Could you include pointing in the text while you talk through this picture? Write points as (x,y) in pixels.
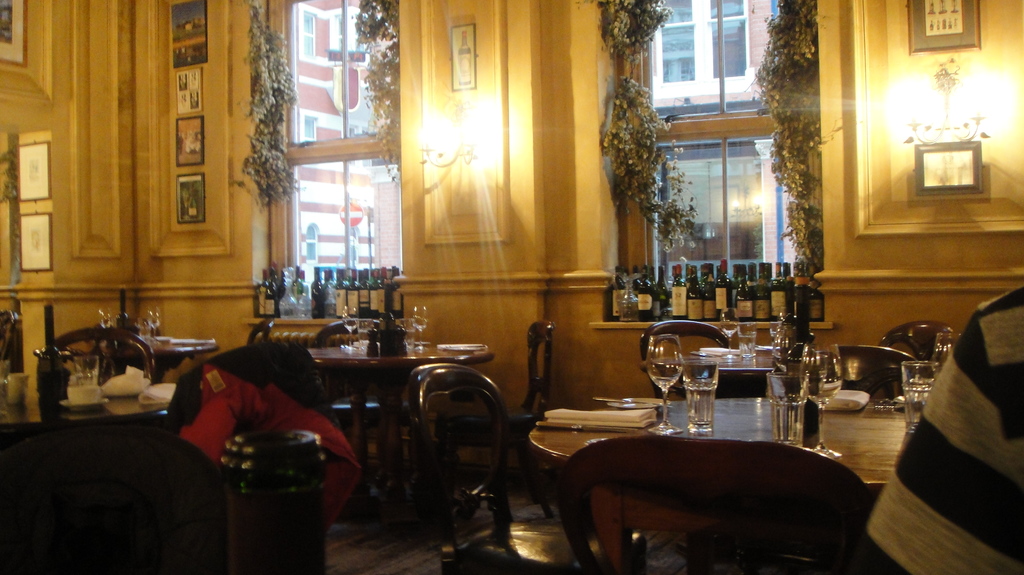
I think this picture is taken in a restaurant (569,423). The restaurant (569,423) is filled with the tables (882,413) and chairs (475,491). On every table (847,424) there are glasses (778,385), bottles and spoons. In the center (401,221) there are two windows (672,159), on every window (294,248) there are group of bottles (640,292). Towards the right corner (966,33) there is a wall (887,87) with the frames (963,20) and also to the left corner (115,228) there is a wall (231,172) with the frames (206,35).
